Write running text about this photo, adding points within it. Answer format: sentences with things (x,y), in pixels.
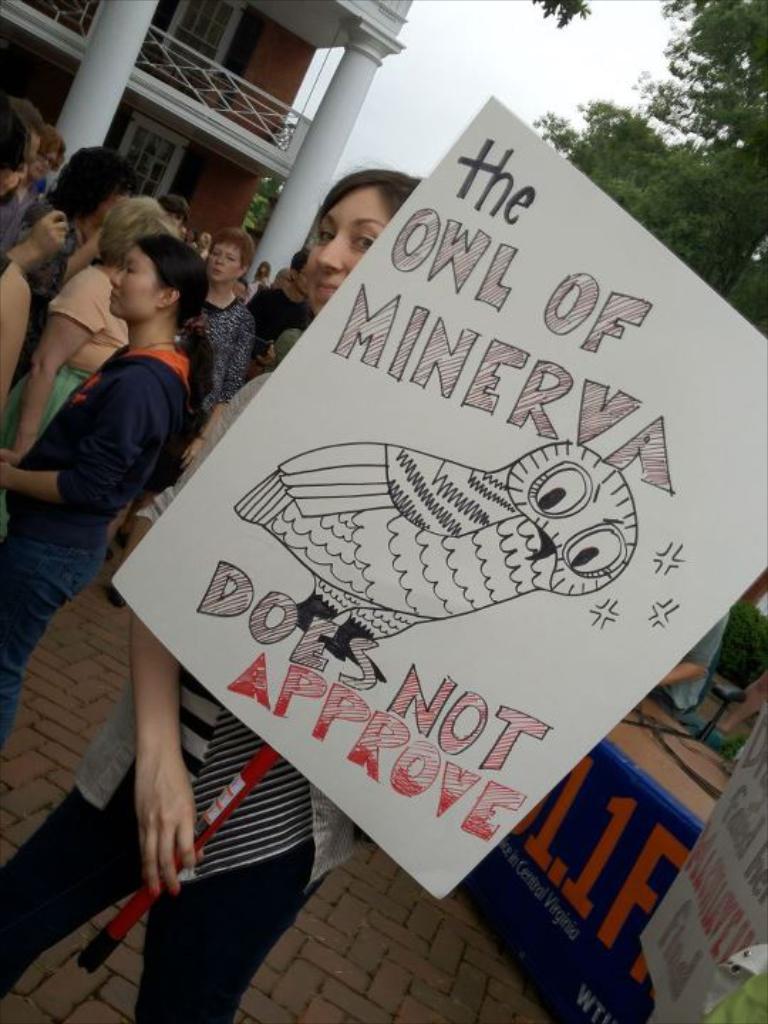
Here in this picture, in the front (329,344) we can see a woman (272,371) standing on the ground (50,753) and she is holding a placard (401,478) in her hand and smiling and behind her we can see other people (176,327) standing and walking on the ground (5,810) and on the right side (710,754) we can see a table (716,765) present and in the far we can see a house (199,125) with windows (162,153) present and we can see plants (724,753) and trees (691,148) present and we can see the sky (531,106) is cloudy.
